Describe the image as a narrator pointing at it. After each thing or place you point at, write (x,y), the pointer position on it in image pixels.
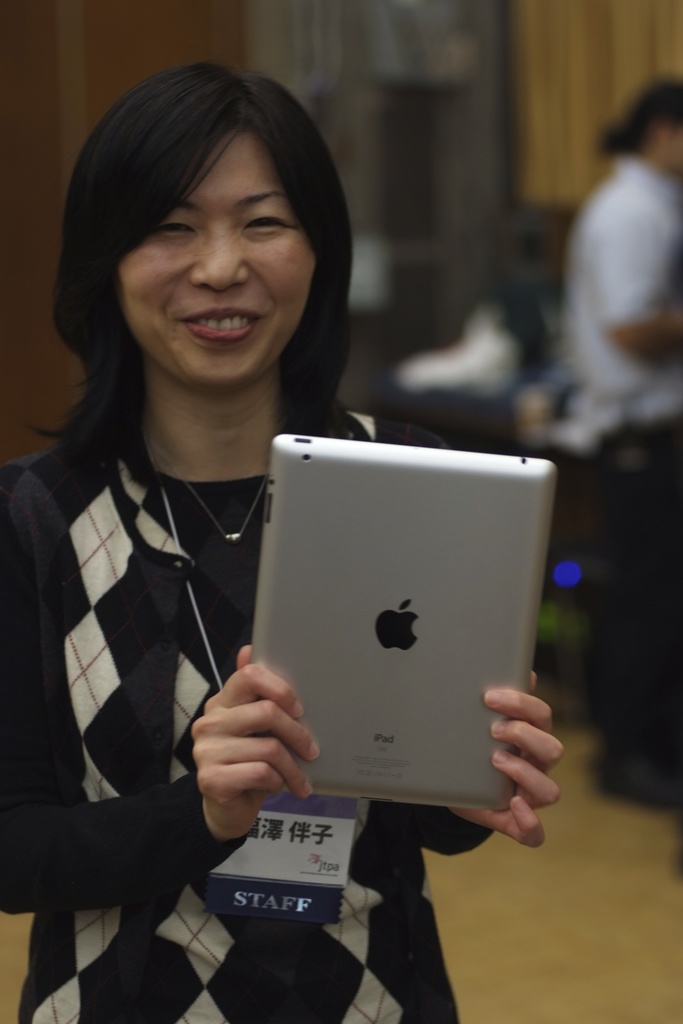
There is one woman (243,678) standing and holding an electronic device (322,635) as we can see on the left side of this image (168,542). There is one other person (596,303) standing on the right side of this image (622,307) and we can see a wall (460,92) in the background (467,76).
